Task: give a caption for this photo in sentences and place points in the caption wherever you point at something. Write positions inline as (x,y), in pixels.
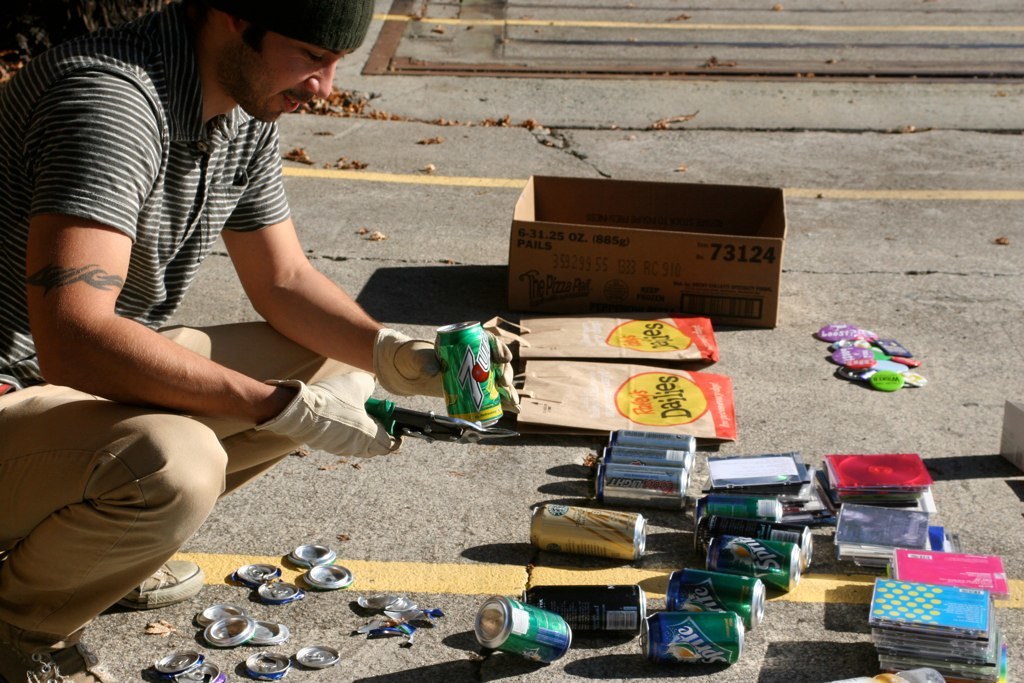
This image is taken outdoors. At the bottom of the image (460,629) there is a road (403,476). On the left side of the image (147,254) a man (158,358) is a squatting position and he is holding a cutting pliers (428,423) and a 7UP tin (450,376) in his hands (424,377). There is a cardboard box (598,249) on the road (780,311) and there are a few tins (735,531), lids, covers (617,331) and a few things (970,601) on the road (469,654).
